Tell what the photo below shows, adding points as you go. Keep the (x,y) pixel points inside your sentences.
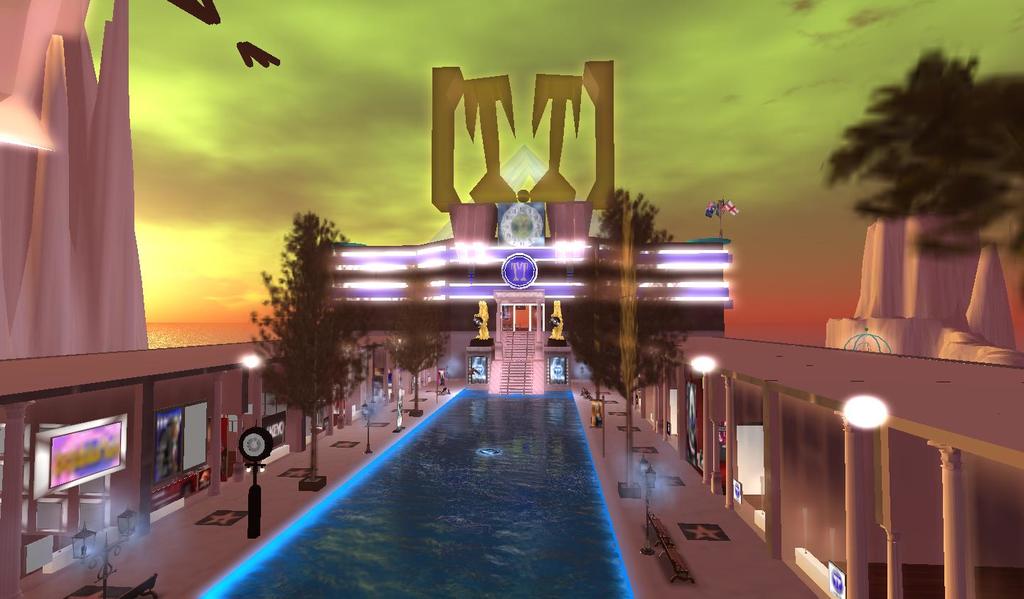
It is a graphical image, in the image we can see water (424,560), trees (635,312), poles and buildings (14,403) and clouds (306,133) and sky (313,147).
